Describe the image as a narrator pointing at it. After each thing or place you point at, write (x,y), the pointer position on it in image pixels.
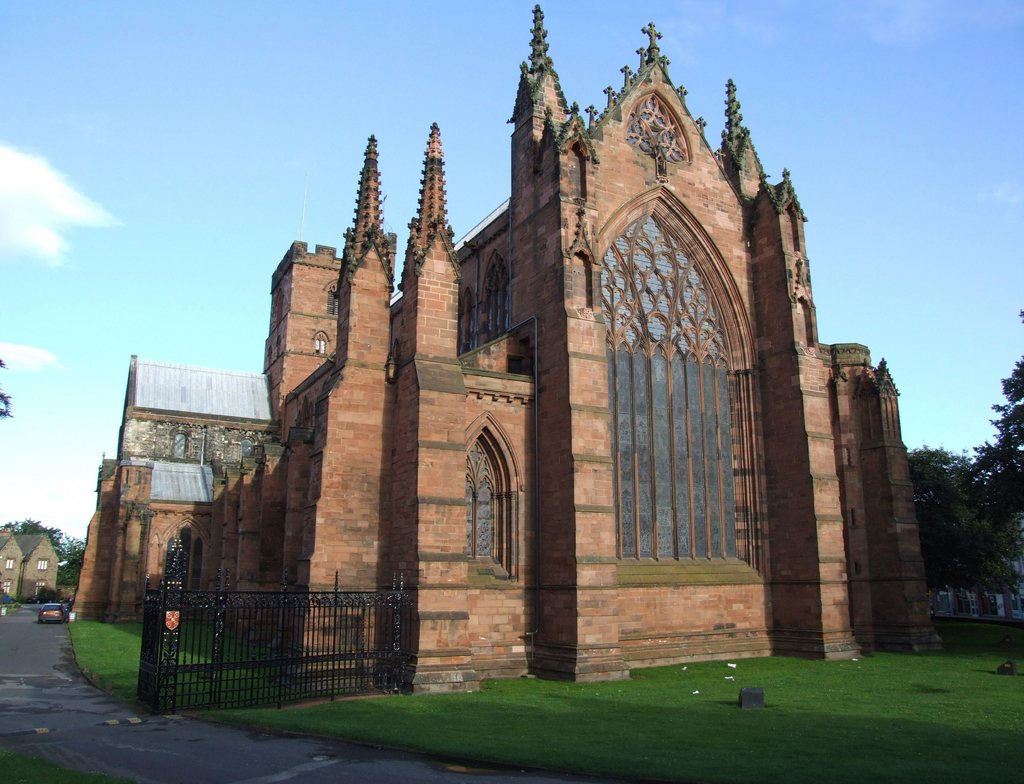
There is a church (522,390) with windows (705,466). Near to the church (515,509) there is railing (282,682) and grass lawn (796,692). In the back (61,494) there are trees (26,527) and sky (130,209). Also there is a road (140,719). On the road (54,688) there is a car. In the back (33,562) there is a building (24,562) with windows (8,587).
